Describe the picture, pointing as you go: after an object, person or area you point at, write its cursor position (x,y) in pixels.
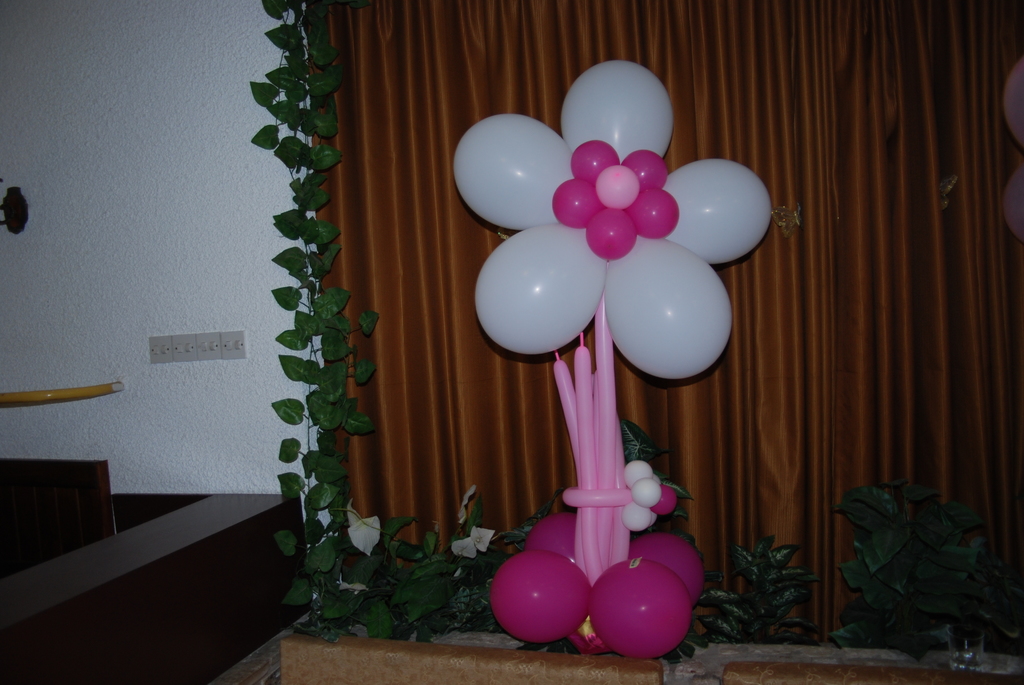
This is a picture taken in a room (576,236). In the center of the picture (583,339) there are balloons (662,194), plants (407,575) and a curtain (838,147). On the left (115,434) there are a wall (159,334) painted in white, a pipe (57,398), a plug board (224,359).
